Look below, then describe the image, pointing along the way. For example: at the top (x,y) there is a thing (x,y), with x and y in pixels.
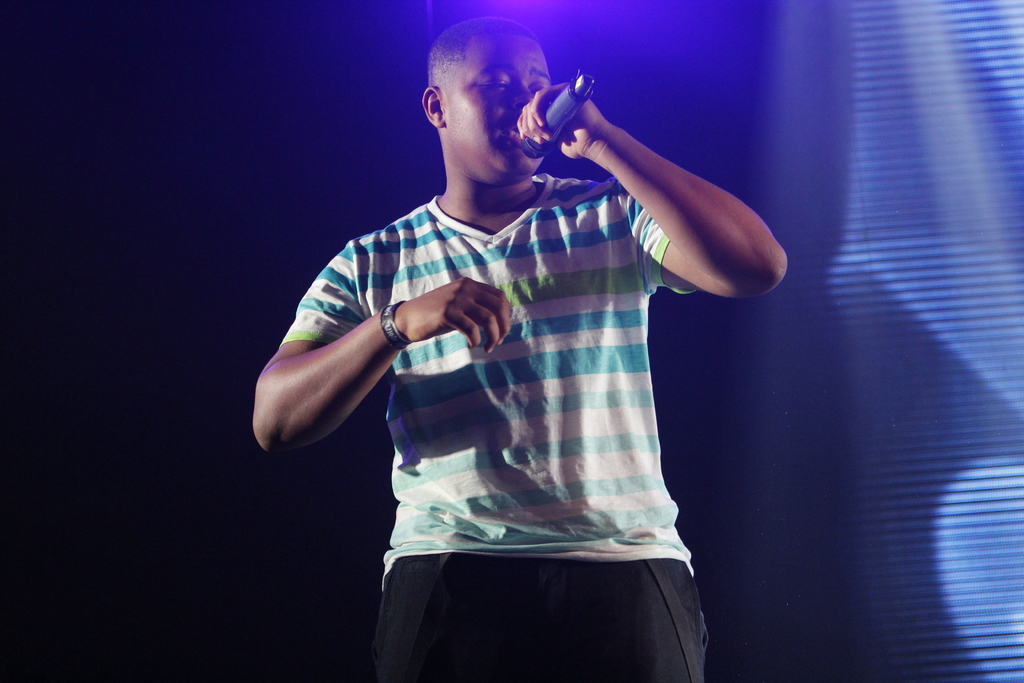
A man (558,359) is standing at here he is singing with a microphone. He wear a T-shirt (476,270).
